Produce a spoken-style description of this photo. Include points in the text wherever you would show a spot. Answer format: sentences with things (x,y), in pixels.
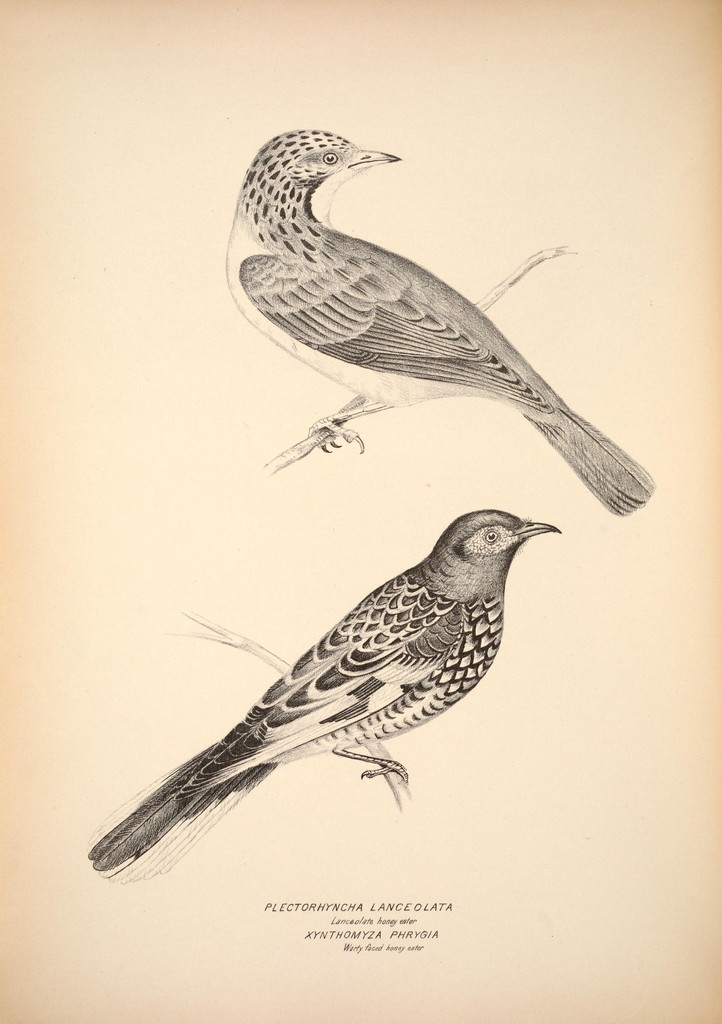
In the image there is a paper (99,376), on the paper (381,126) there are some bird painting (464,591).
